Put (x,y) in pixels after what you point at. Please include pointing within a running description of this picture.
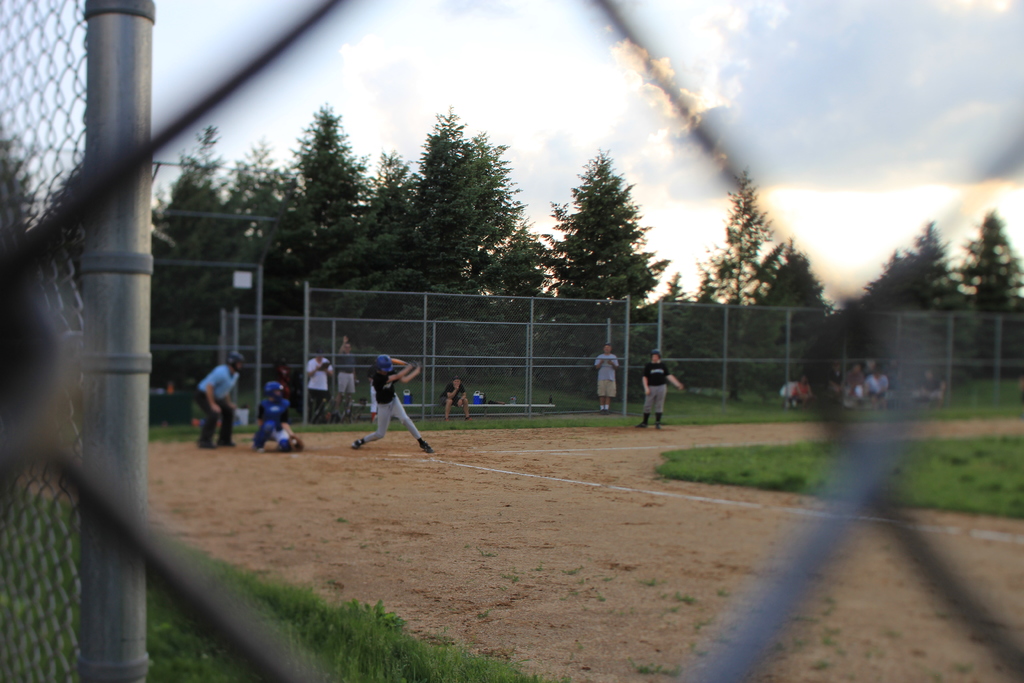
This image is clicked on the ground (389,451). It seems like there is a baseball match going on in the ground (454,468). In the middle (383,395) there is a man (377,389) who is standing on the ground (362,455) by swinging the bat (398,364). In the background (540,335) there is fence (575,329). At the top (543,84) there is sky (550,83). There are few people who are sitting on the ground (739,392) and watching the game in the background (444,404).
